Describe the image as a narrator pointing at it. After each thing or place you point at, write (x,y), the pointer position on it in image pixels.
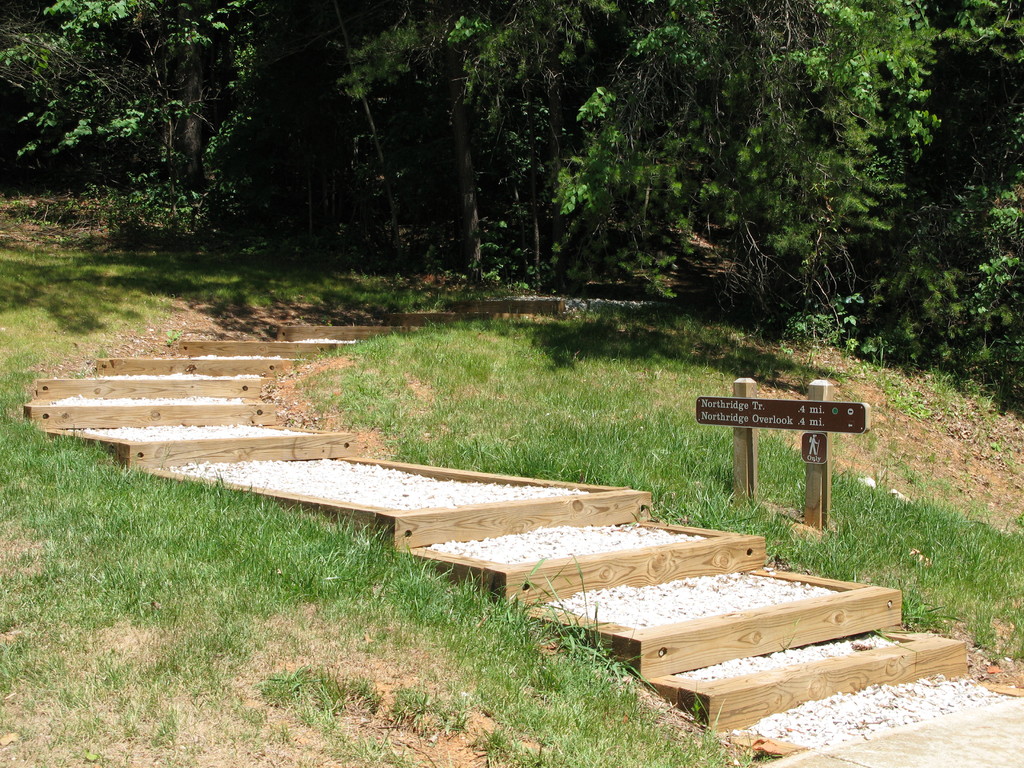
In this image we can see some plants (556,600), trees (669,172), grass (723,436), wooden stairs (226,414), stones (313,461), also we can see a board (772,413) with some text (772,422) written on it, is attached to two wooden poles (748,449).
